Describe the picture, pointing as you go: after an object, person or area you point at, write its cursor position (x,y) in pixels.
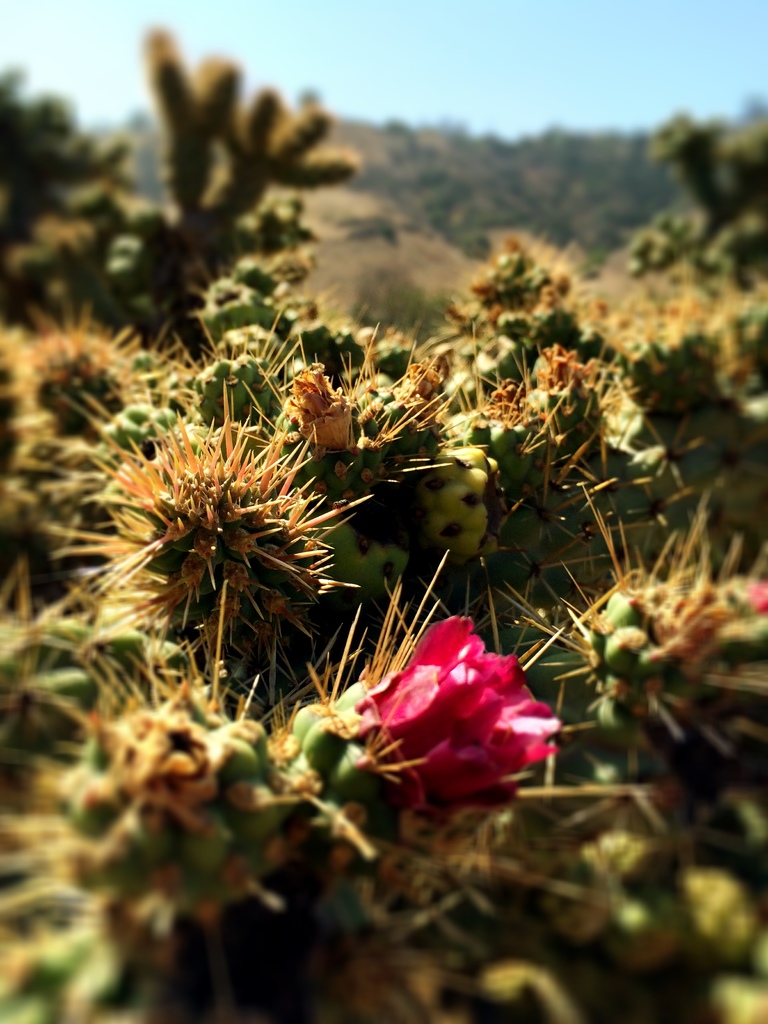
These look like the cactus plants (381,464) with the thorns (213,546). I can see a flower (457,747), which is red in color. The background (489,187) looks blurry. I think this is the sky (502,45).
